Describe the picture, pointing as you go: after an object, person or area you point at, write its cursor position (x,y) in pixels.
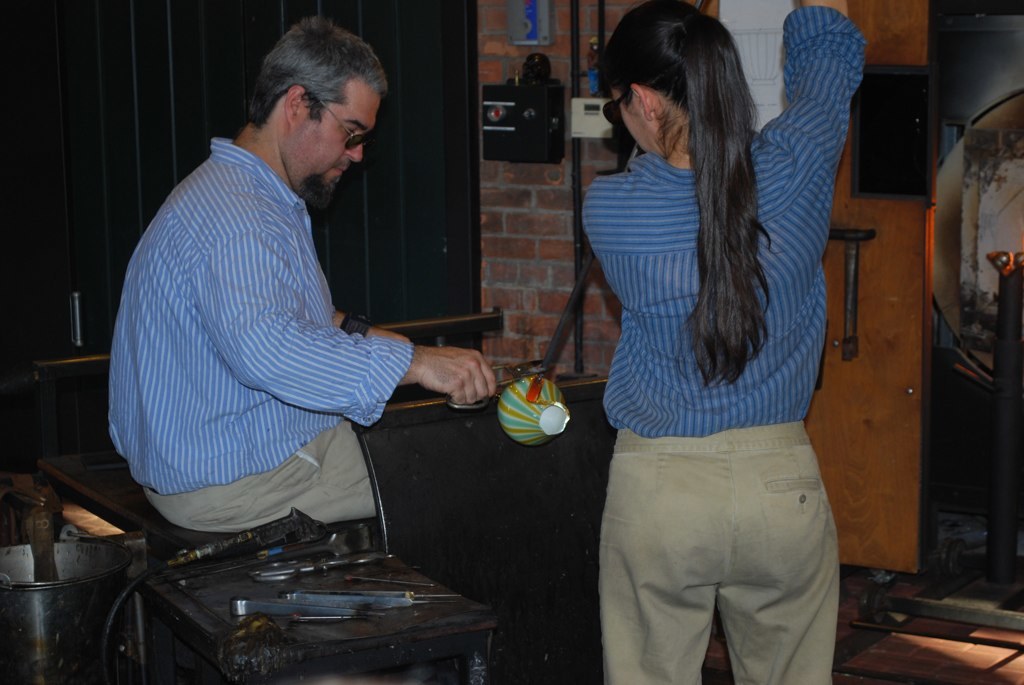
In this image we can see a man (284,125) and a woman (790,304) in the room (130,101), man (248,300) is sitting on the table (88,487) and there is a table (393,623) with few objects (283,560) on the table (286,587), on the brick wall (533,243) there is a black and white color boxes (576,123) and pipes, there is an object (178,59) looks like door (142,95) beside the man (332,40) and there is frame (892,137) attached to the wall (495,247) and there is an object (997,183) looks like a picture frame (904,152) near the rod (1005,277).
